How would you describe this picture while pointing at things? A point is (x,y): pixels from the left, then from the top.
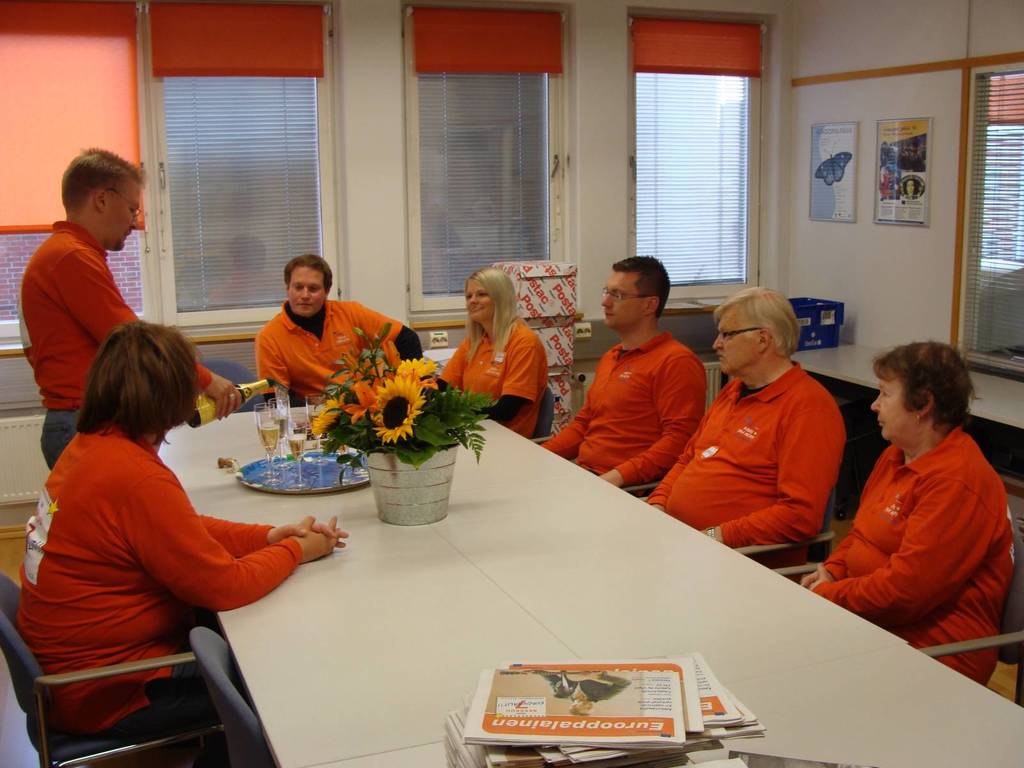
There are group of people (635,409) sitting on the chairs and one person (93,301) is standing. This is a table (444,580) with a flower vase (433,460), Books (613,686), plate (306,479) and wine glasses (289,399) placed on it. This is a cardboard box (562,318). These are the posters (826,195) attached to the wall (945,220). These are the windows (563,172) which are closed. This man (60,347) is holding a wine bottle (240,401) and serving wine (263,430).
